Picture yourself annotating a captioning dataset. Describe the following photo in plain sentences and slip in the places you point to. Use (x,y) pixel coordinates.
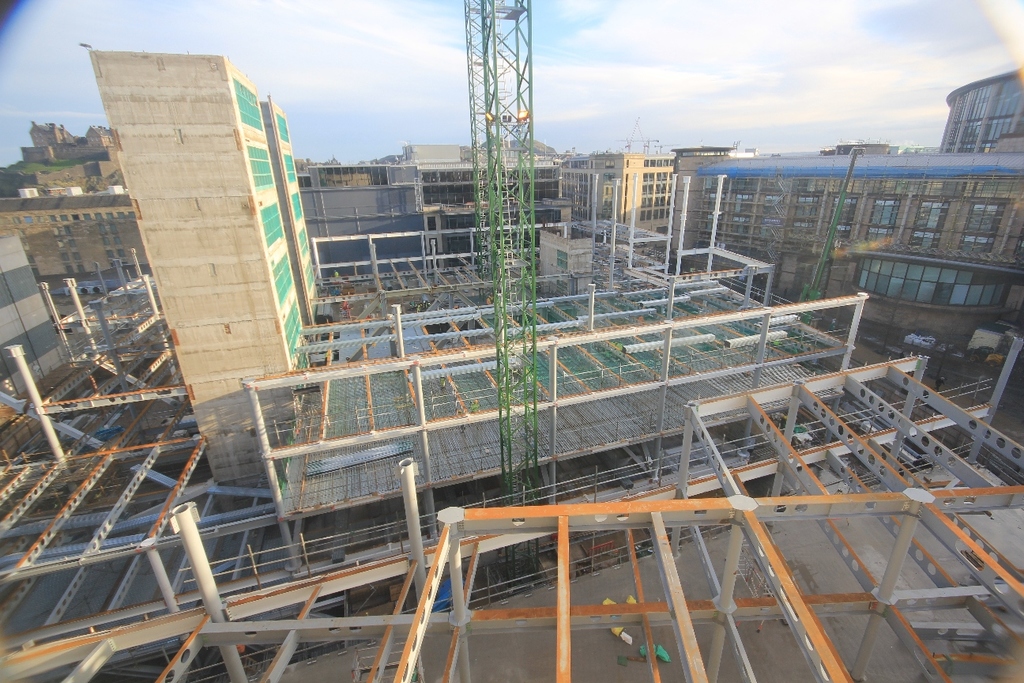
In the picture I can see buildings (436,381), metal objects (558,411), a tower (501,118) and some other objects (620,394). In the background (602,57) I can see the sky (589,78).
